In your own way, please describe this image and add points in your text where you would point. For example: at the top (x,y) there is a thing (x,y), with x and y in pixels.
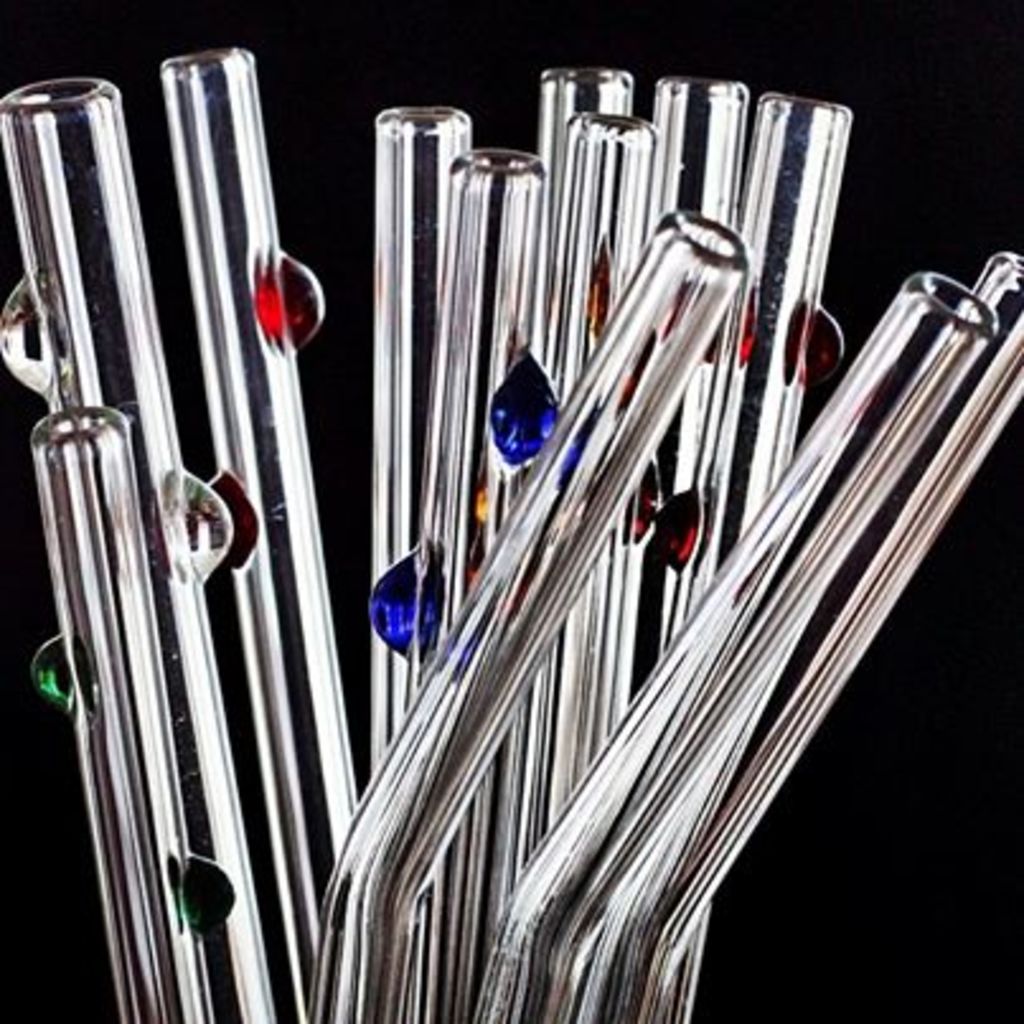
In this image we can see glass straws (208,654).
